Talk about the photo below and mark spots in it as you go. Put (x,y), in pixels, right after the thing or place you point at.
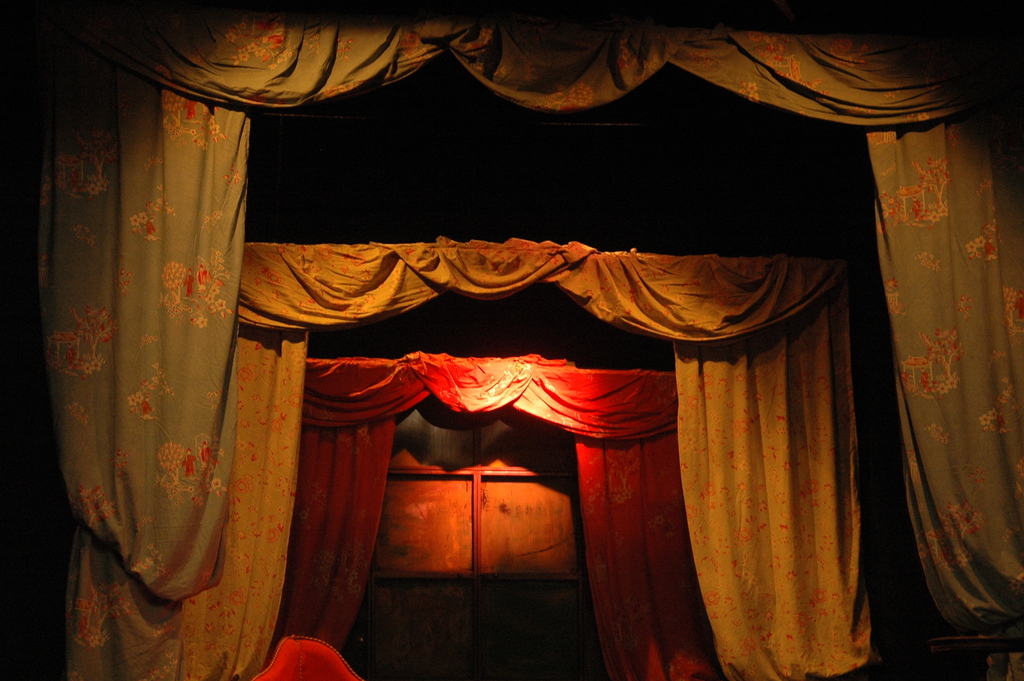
In this image I can see a curtains (169,81). They are in red, cream and green color. We can see a reflection of light (453,488).
